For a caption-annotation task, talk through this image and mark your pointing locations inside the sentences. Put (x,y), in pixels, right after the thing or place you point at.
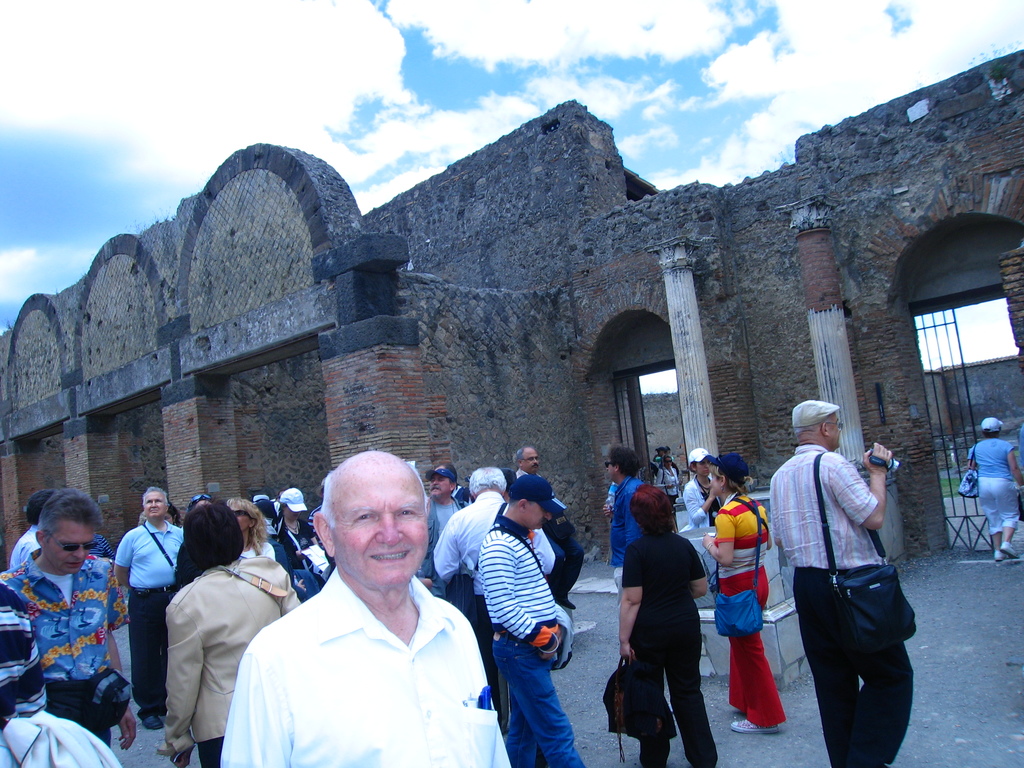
In the picture we can see a group of people (183,645) standing on the path (936,714) some people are holding camera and behind them, we can see a historical construction (878,178) and to it we can see a gate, brick walls (888,186), and some pillars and behind it we can see a sky (20,116) with clouds (239,16).
